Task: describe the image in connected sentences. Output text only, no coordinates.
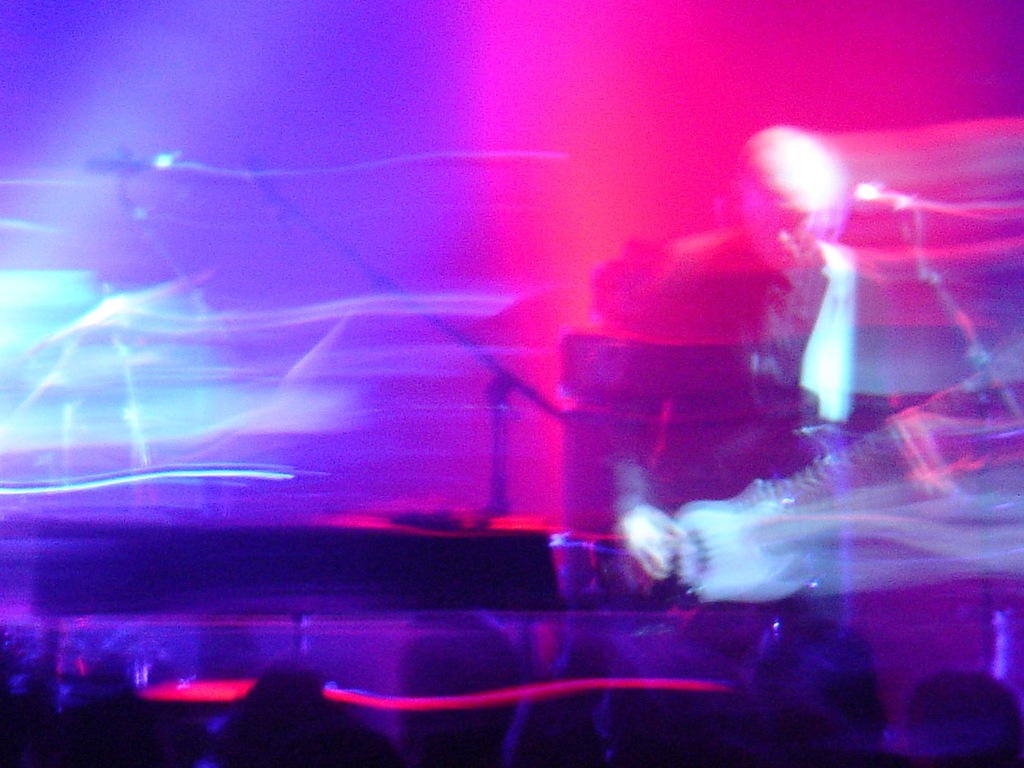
In the picture we can see a image of a man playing a musical instrument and near the microphone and behind him we can see some musical instruments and the picture is with light focus.
